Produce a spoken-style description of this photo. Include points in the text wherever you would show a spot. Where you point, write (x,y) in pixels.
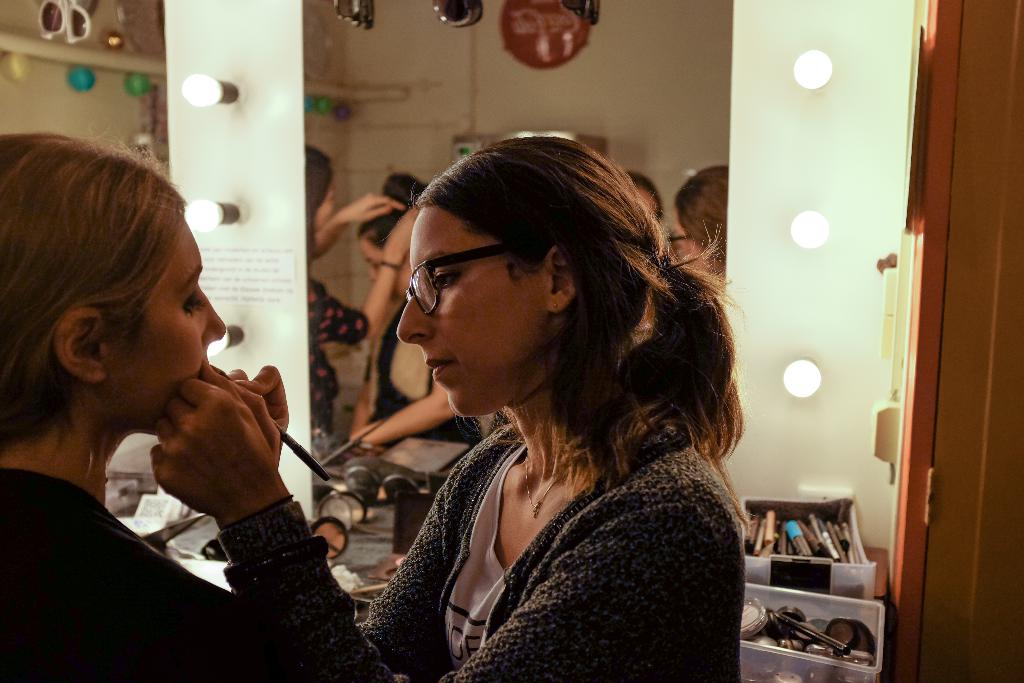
On the left side of the image (91,387) there is a lady (71,479). In front of her there is a lady (508,421) with spectacles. Behind them there are boxes (777,561) with makeup kit (835,543) and some other things (799,622). In the background (814,183) on the wall (814,183) there are bulbs (819,381) and mirrors (150,99). On the mirrors (317,94) there is a reflection (319,156) of few people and some other things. On the right side of the image (988,298) there is a wall (877,466) with a door (991,547).
